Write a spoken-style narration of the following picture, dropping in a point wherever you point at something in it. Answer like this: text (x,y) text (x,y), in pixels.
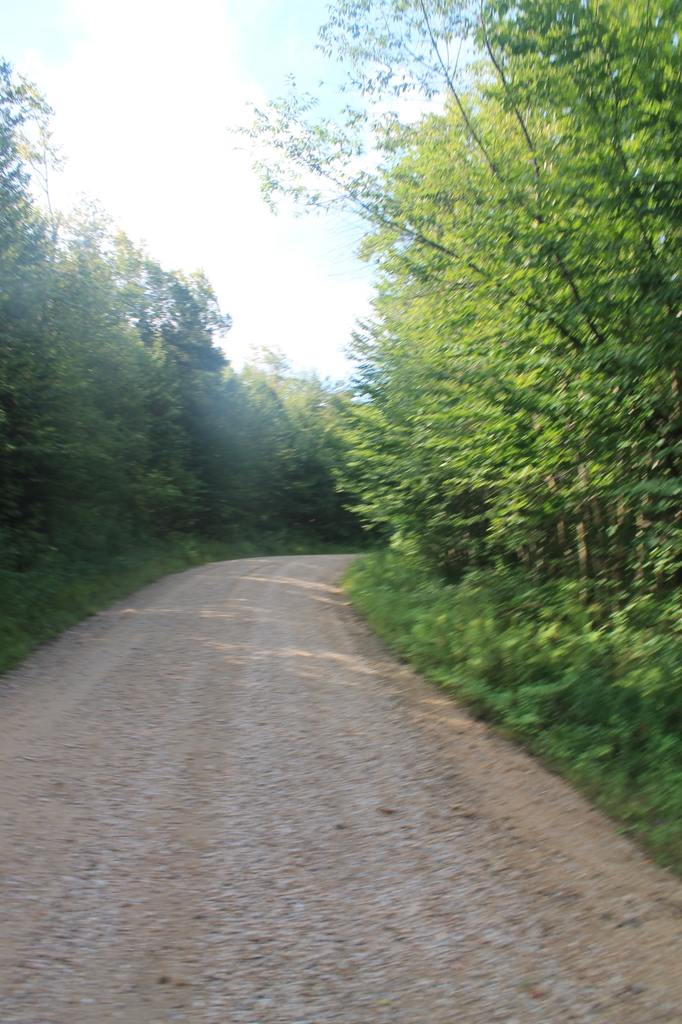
In the image we can see there is a road (240,692) and there are trees (35,356) on both the sides. There is clear sky (157,126) on the top (190,147).
